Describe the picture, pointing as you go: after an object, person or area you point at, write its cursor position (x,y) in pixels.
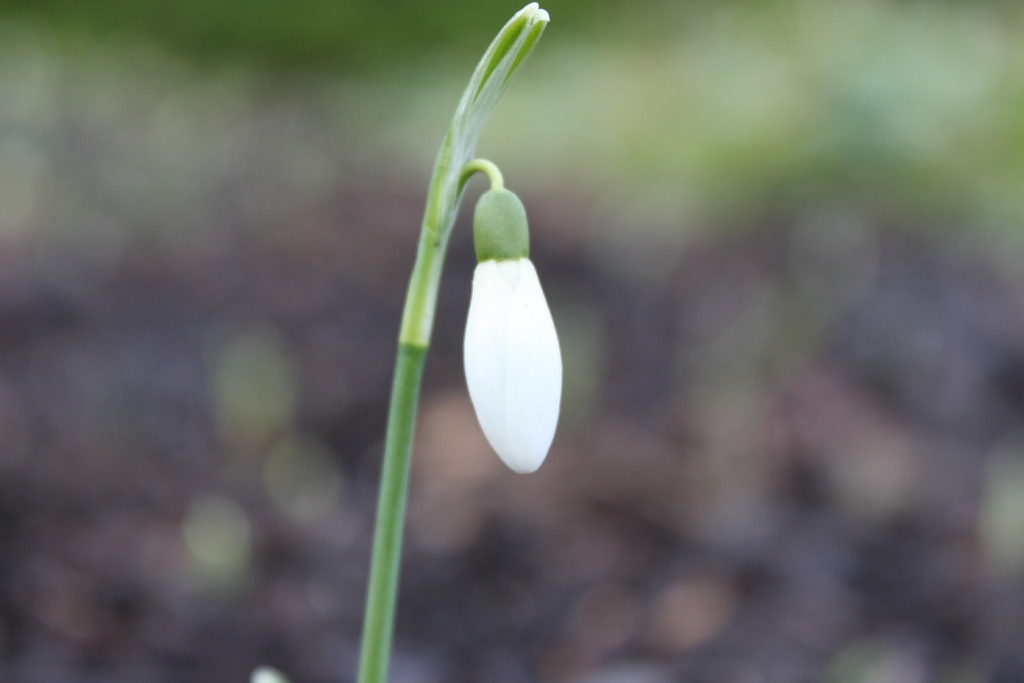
In the center of the image (529,352) we can see a flower (528,403) which is in white color and there is a stem (411,438).
